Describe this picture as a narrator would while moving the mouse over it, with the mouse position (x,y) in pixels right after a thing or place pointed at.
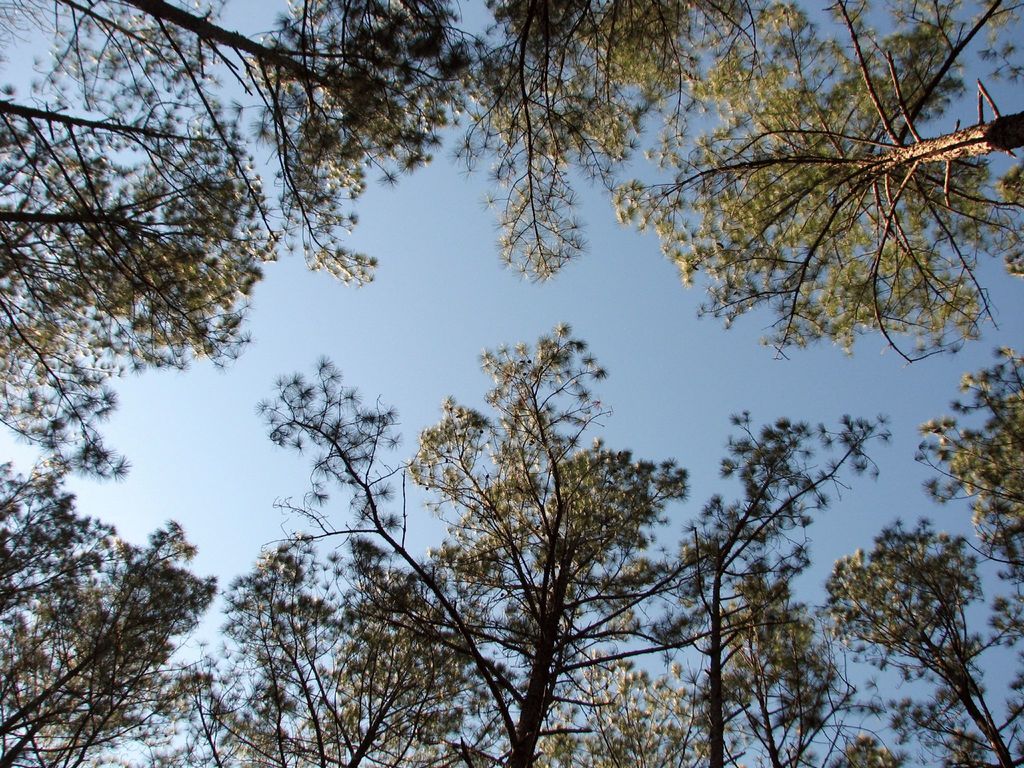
In this picture we so many trees (432,469) and sky (445,512).
